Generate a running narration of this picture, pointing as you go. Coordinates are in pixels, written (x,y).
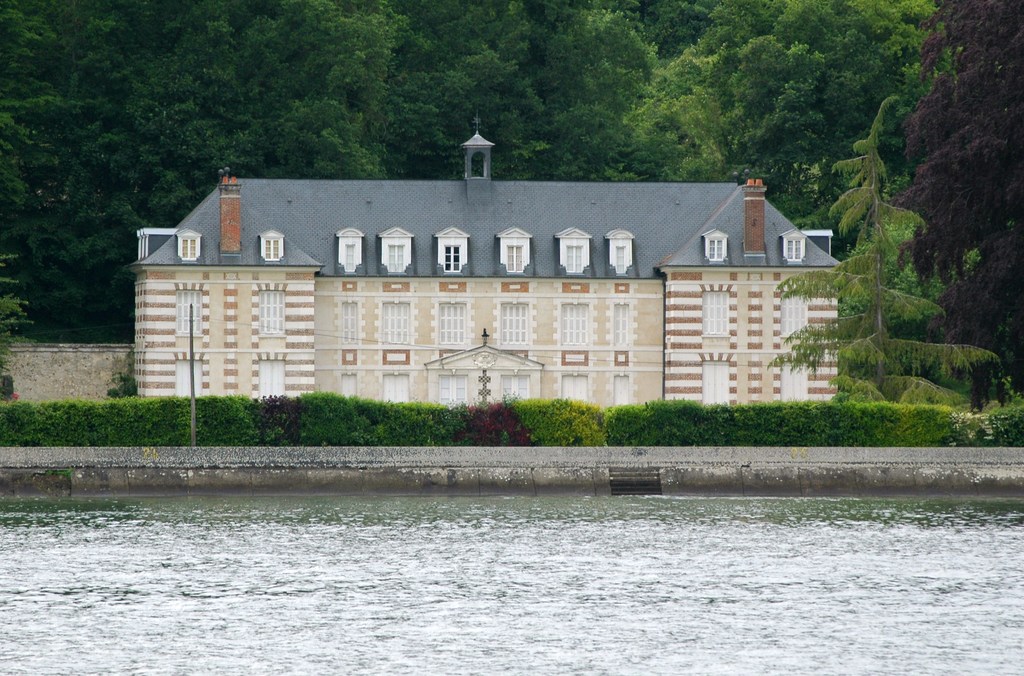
In the foreground of the pictures there is water (315,541). In the center of the picture (594,405) there are plants (705,424), trees (895,360) and a building (502,278). In the background (244,101) there are trees (469,118).
